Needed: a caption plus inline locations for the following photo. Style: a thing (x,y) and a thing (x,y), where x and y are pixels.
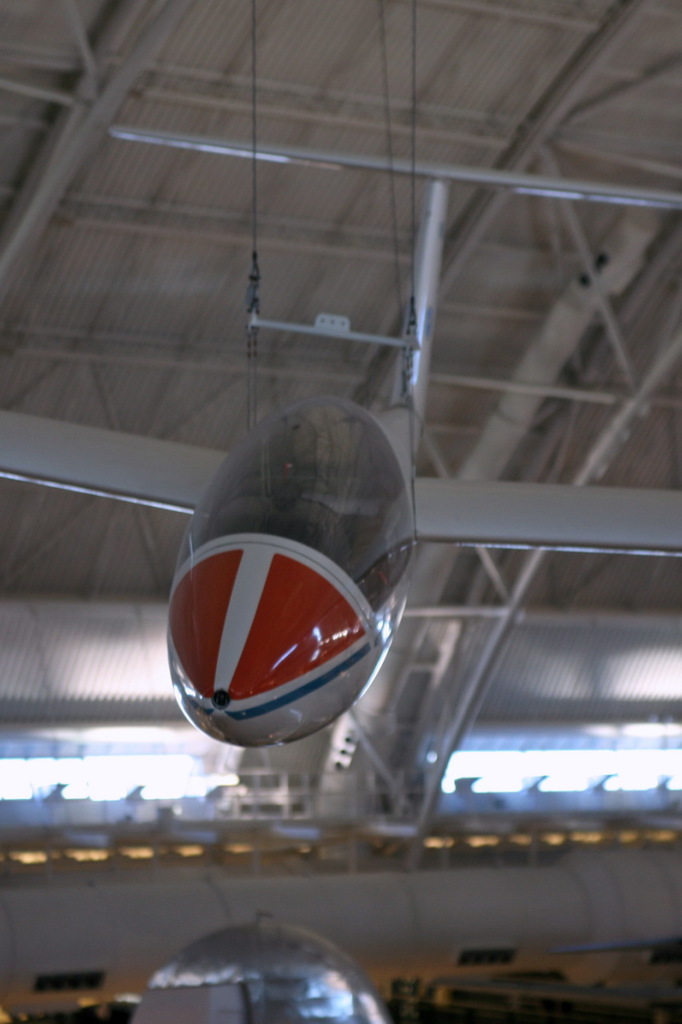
In this picture we can see an aircraft (333,638) and some objects (128,818) and in the background (361,728) we can see a roof (26,717).
